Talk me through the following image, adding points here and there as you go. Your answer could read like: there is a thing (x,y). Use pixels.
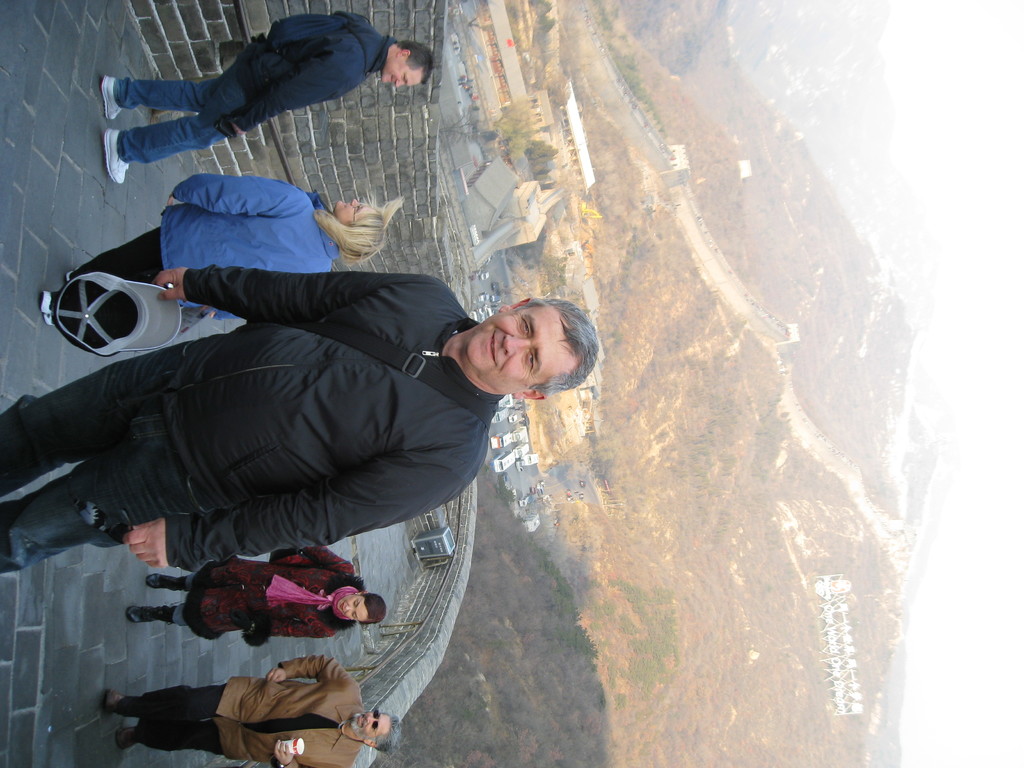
In this image, we can see people (233,296) wearing bags (346,345) and coats (266,423) and some are holding some objects (110,336). In the background (757,297), there are hills (687,523) and we can see some sheds (571,121) and some vehicles (541,482) on the road (556,484).
